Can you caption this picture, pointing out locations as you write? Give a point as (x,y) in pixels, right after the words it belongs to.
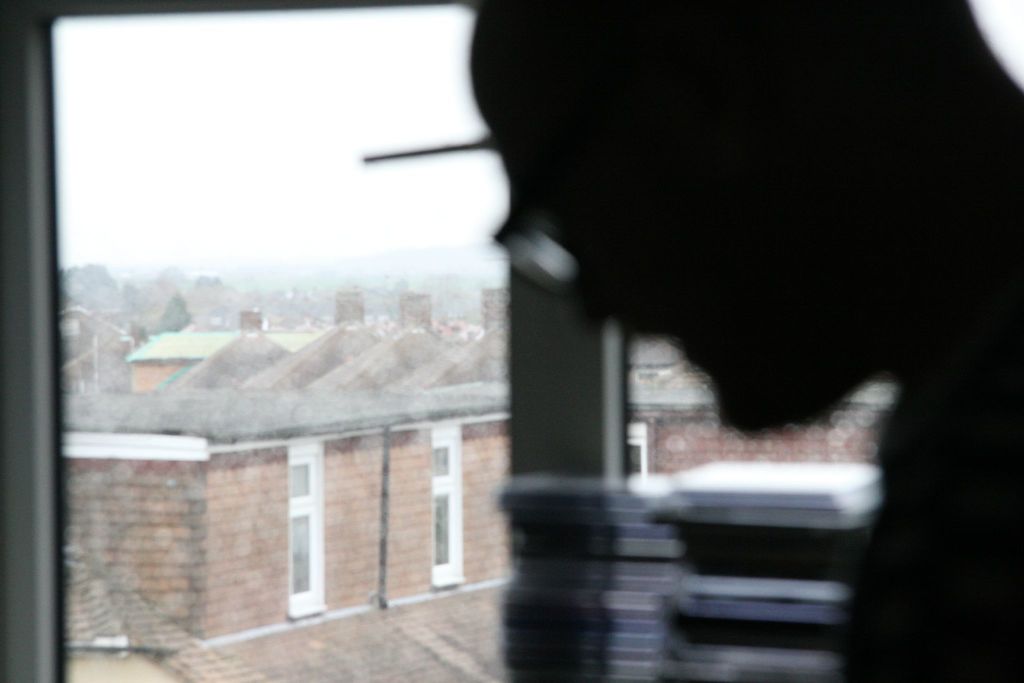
On the right side (809,211) a man (819,258) is there, this is the glass window (584,461). Outside these there are buildings (291,445). At the top (251,206) it's a sky (248,206).
